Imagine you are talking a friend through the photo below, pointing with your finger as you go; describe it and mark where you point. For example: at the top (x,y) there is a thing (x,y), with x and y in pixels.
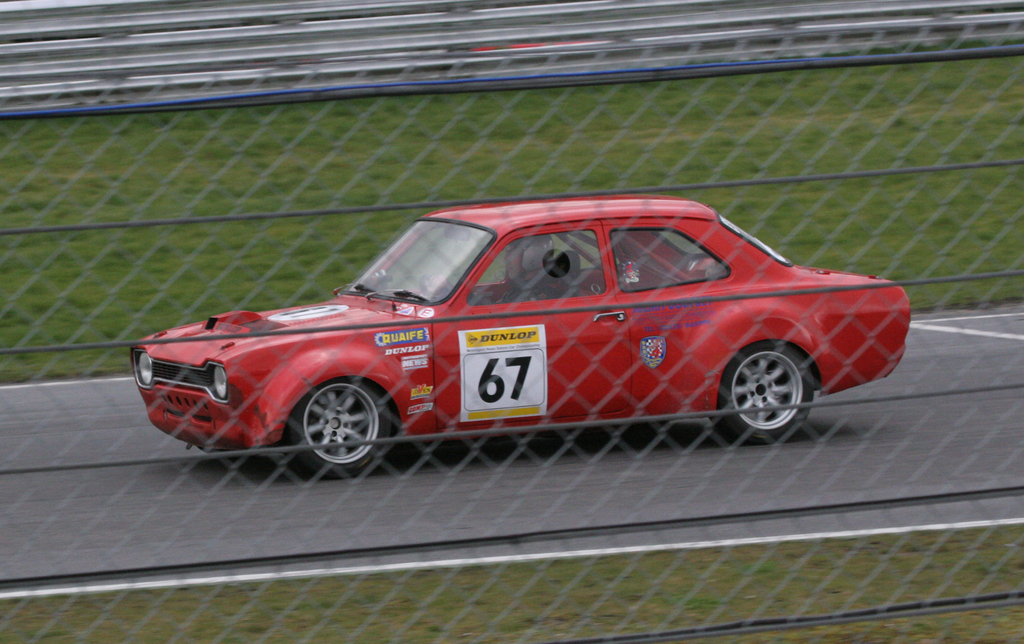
In this image I can see the metal fencing (691,521) and through it I can see the road (501,504), a car (424,399) which is red in color on the road (511,490), some grass (312,287) on the ground (318,232) and in the background (311,46) I can see the metal railing (165,35).
